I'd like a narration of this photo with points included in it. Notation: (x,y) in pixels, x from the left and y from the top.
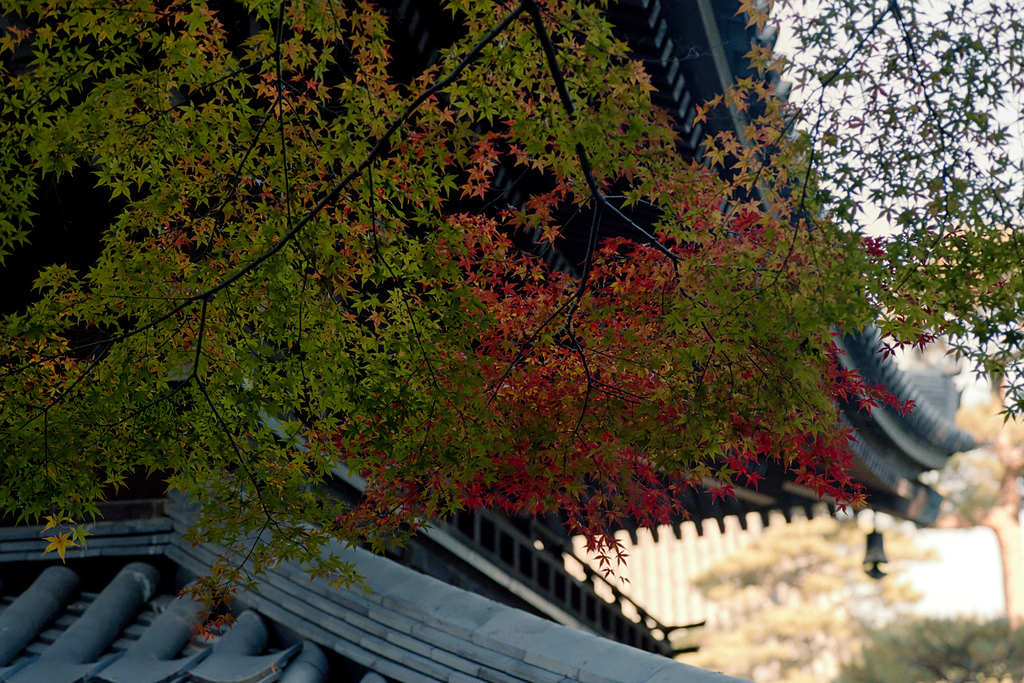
In this picture there is a building (693,682). In the foreground (228,101) there is a tree (232,278) and there are leaves (138,152) in green and in red color. At the top (931,15) there is sky (816,30). At the back (1000,508) there are trees (885,650) and there is a light (881,573) hanging.
